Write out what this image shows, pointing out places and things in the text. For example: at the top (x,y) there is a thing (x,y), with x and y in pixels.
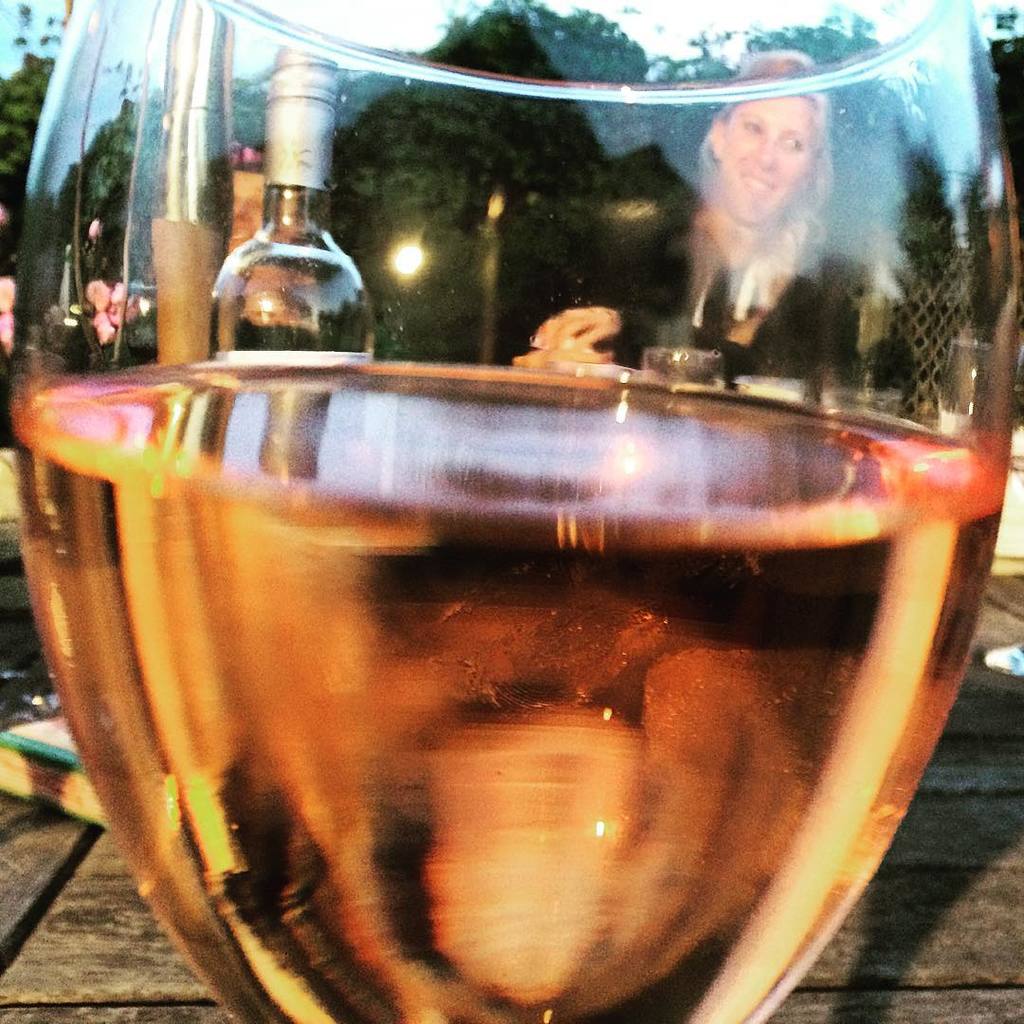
This picture shows a woman (747,157) seated and we see a wine glass (259,676) and a wine bottle (327,361) on the table (11,921).
